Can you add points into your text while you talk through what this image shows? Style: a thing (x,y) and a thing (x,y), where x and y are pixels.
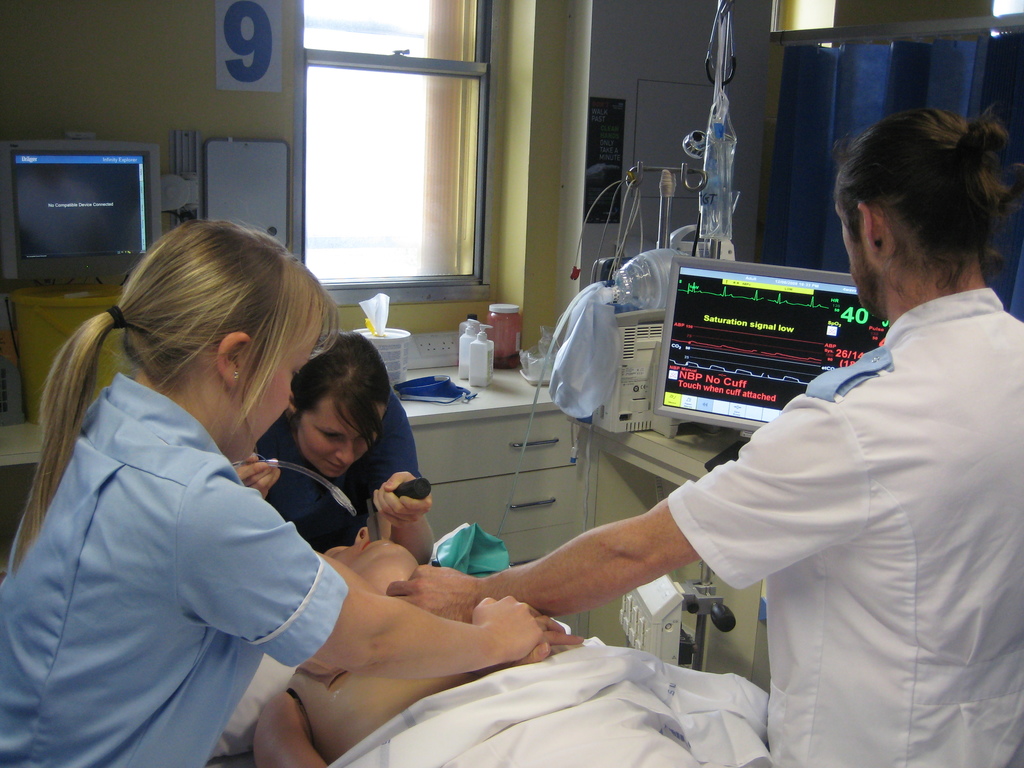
In this image I can see few people (481,607). There is a display device (710,368). In the background (416,106) there is a window (436,163).
